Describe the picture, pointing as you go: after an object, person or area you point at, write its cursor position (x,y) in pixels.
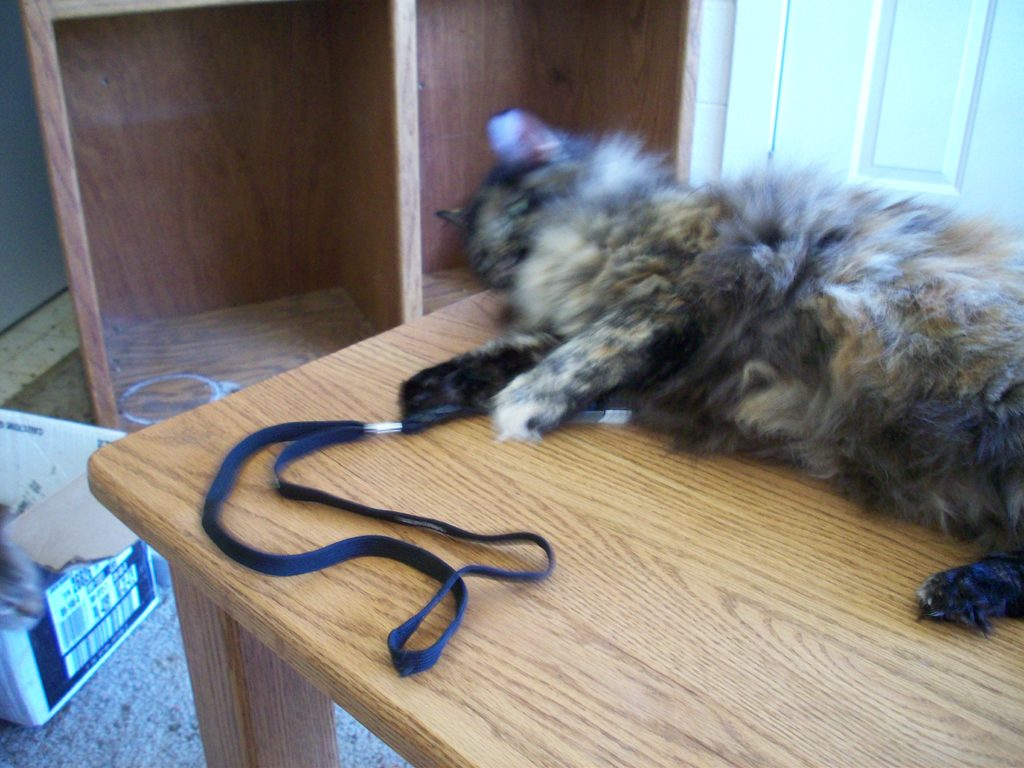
In this picture I can see a cat (724,266) lying on the table (654,560), side there is a wooden shelves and also I can see a box (74,621) placed on the carpet (88,711).
